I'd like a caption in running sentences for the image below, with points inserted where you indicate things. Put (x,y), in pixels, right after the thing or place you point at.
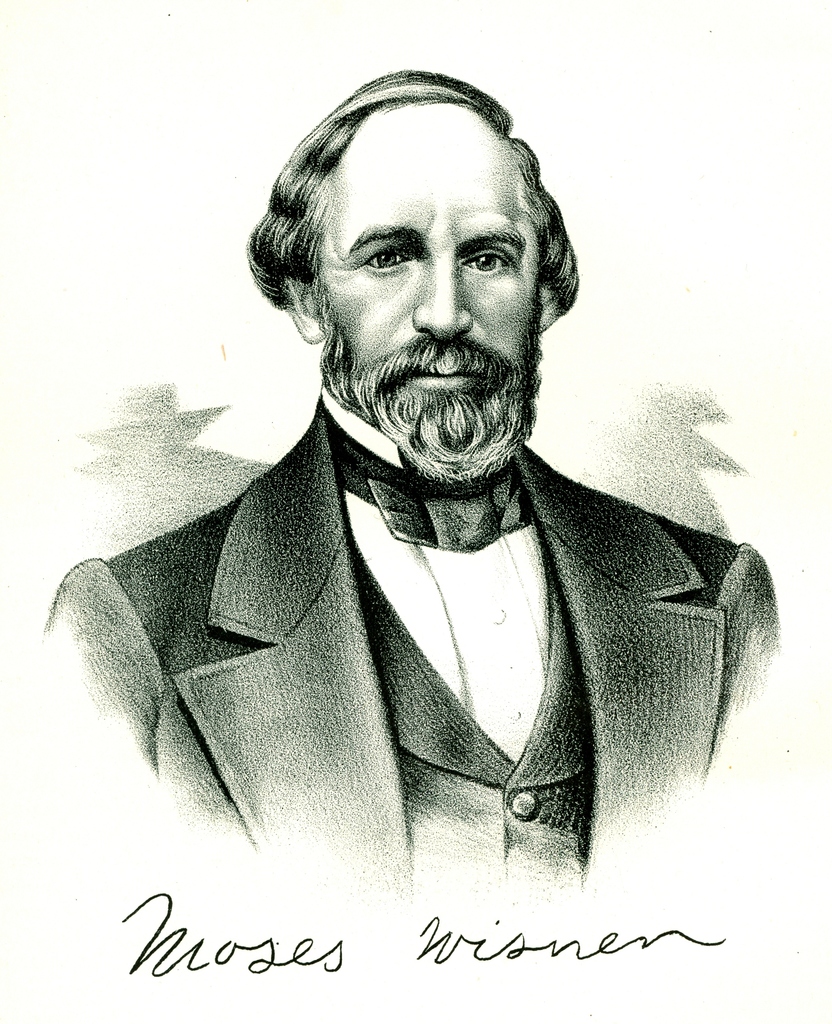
In this image, we can see the sketch (442,647) of a person (520,690). We can also see some text (216,936) written.
